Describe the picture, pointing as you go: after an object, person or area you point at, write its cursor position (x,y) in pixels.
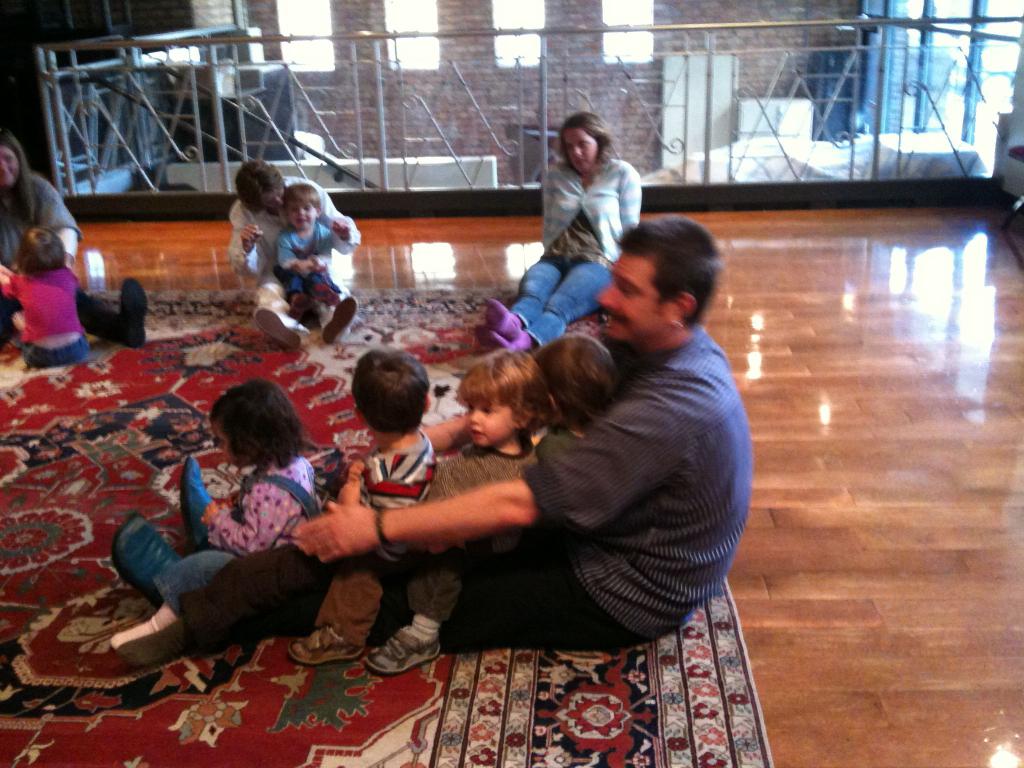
In this picture we can see a carpet (253,349) on the floor (919,298) with some people (559,379) are sitting on it and in the background (199,142) we can see the wall (594,100), railing (800,24) and some objects (146,76).
